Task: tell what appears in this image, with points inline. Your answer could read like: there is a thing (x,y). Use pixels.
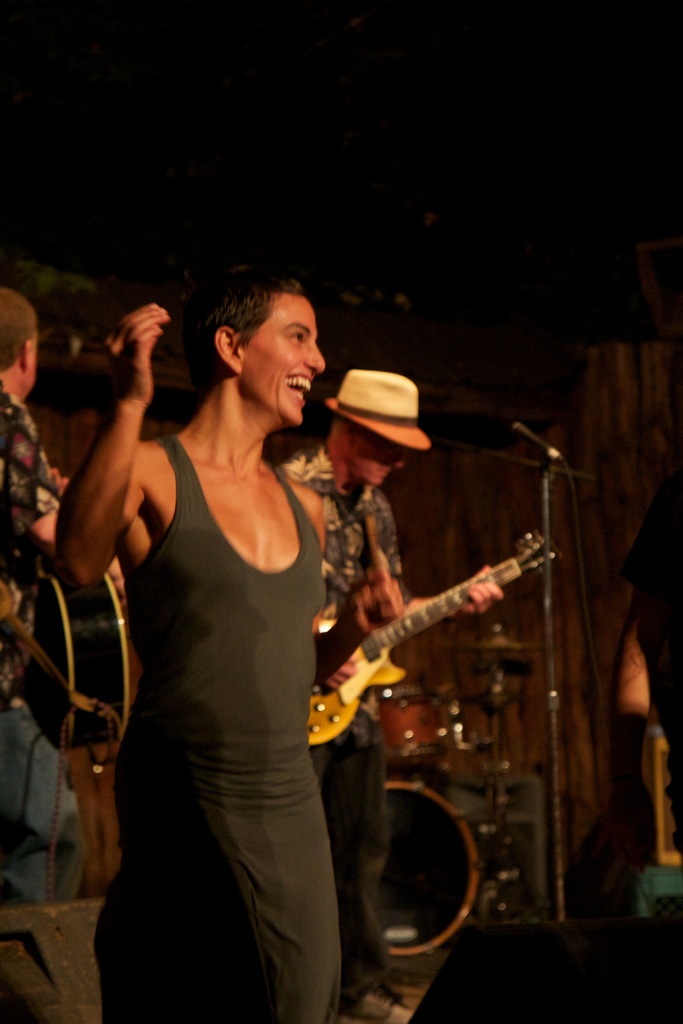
In the foreground of the image (274,596) we can see a person (267,656) standing and smiling. In the background of the image (4,452) we can see two persons (306,454) and holding a guitar (49,694) in their hands (479,593) and playing it and also we can see the drums (391,702).
